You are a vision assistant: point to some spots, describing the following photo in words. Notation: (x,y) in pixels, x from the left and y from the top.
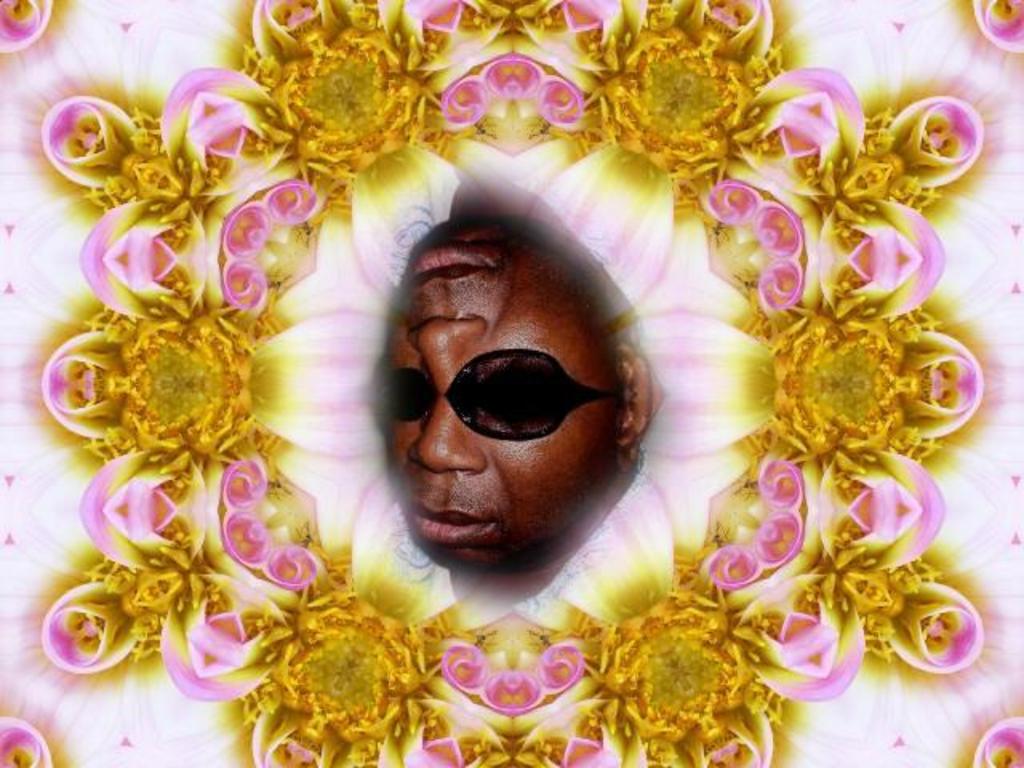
It is a graphical image. In the image we can see a person (458,299).
